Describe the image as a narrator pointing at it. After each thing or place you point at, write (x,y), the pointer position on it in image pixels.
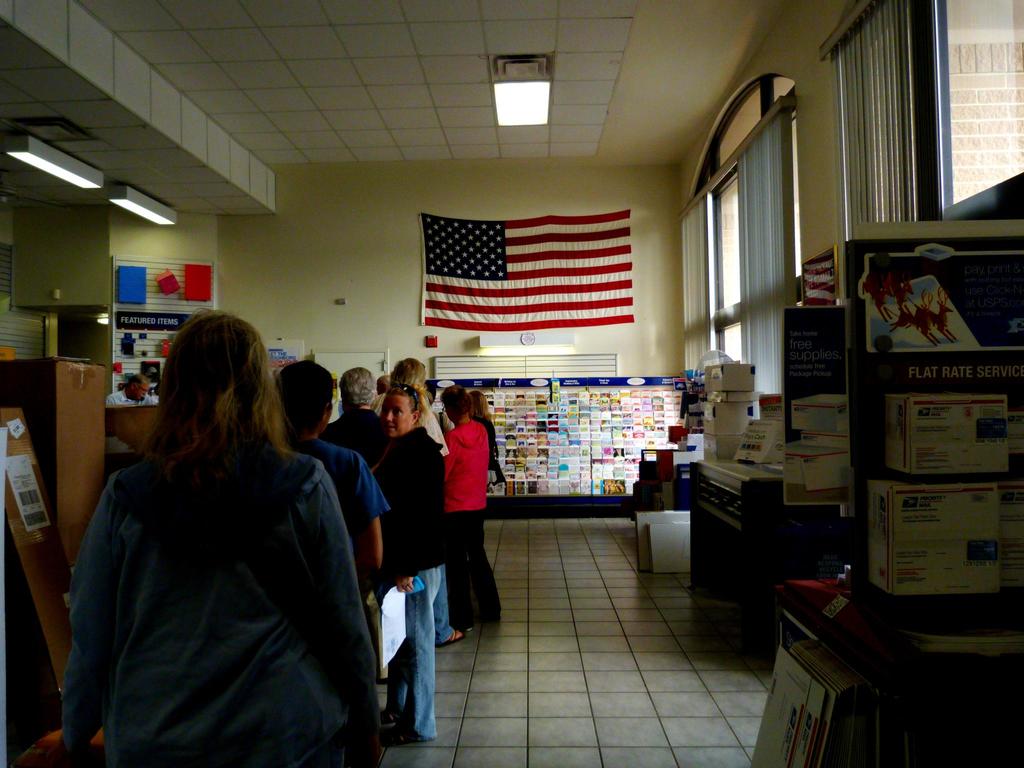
There are people (323,482) and we can see floor (480,625). On the right side of the image (800,699) we can see posters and books (789,688) and objects (724,446) on the device (999,726). We can see objects (787,707) on the floor (576,552). On the left side of the image (29,503) we can see poster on wooden surface (51,583) and box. In the background (140,363) we can see a person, objects (484,346) on a wall (370,267), flag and colorful objects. We can see windows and curtains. At the top (48,160) we can see lights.
